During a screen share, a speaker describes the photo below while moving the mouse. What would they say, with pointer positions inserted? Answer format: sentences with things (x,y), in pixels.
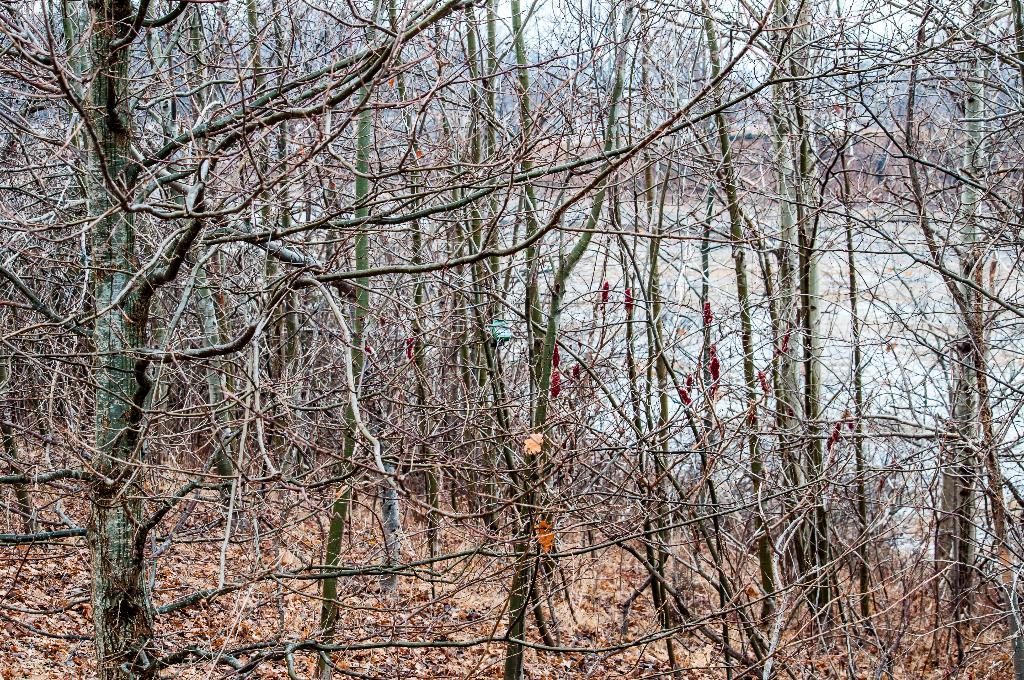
In this picture, we see the trees (293,348). At the bottom (189,602), we see the dry leaves (390,625) and twigs (675,629). There are trees (659,178) in the background (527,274).
